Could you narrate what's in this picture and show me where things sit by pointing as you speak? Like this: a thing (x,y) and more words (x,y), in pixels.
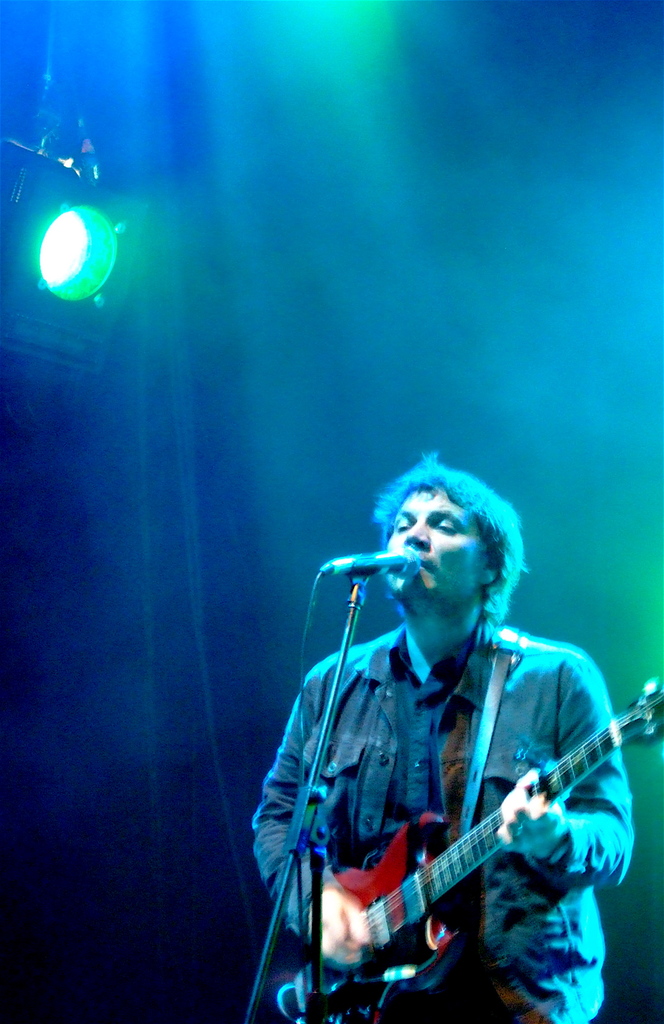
In this picture we can see a man (428,568) playing red color of guitar (434,867) and he is standing in front of a mic (350,570). We can see he is wearing a jacket (570,798) and in the background (75,231) we can see a green color of light (76,251).
